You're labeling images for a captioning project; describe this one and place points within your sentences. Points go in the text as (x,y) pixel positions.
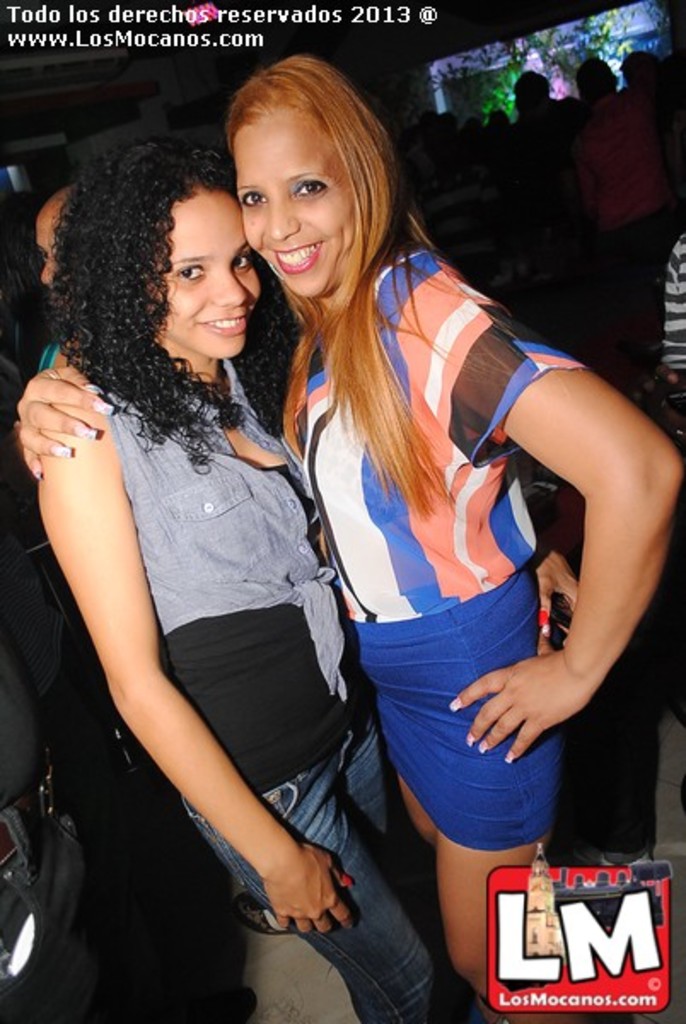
In the picture I can see a group of people (385,677) are standing on the ground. I can also see something written on the image.
